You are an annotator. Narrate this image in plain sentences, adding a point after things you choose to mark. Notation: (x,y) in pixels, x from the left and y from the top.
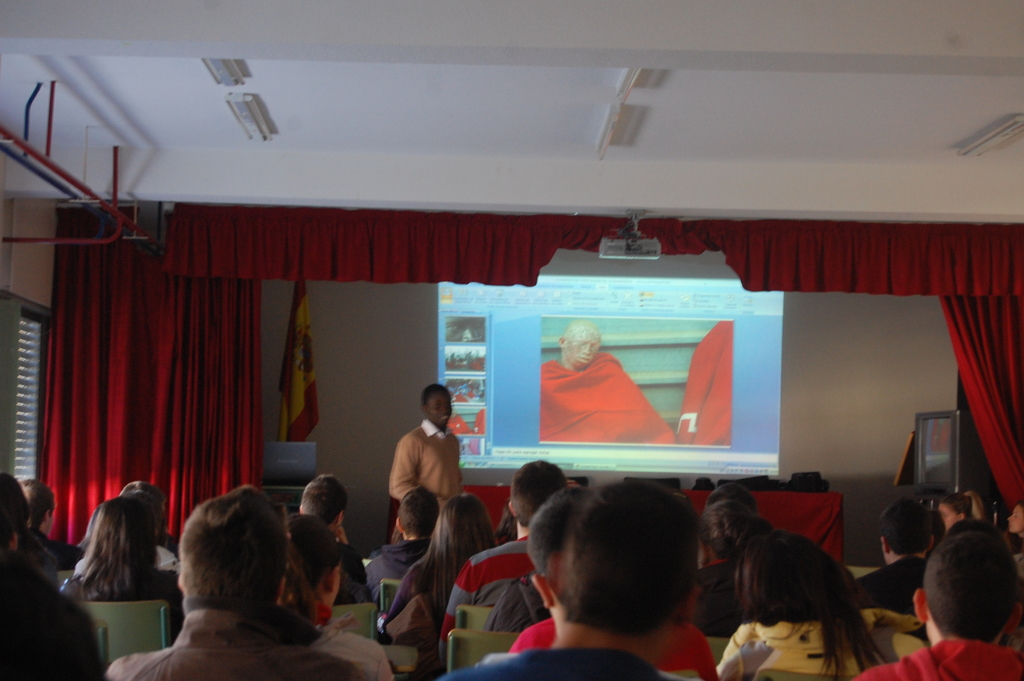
In this image there are group of persons (440,571) sitting on the chair (156,634), there are persons (214,570) truncated towards the bottom of the image (944,631), there are persons (996,586) truncated towards the right of the image (997,571), there are persons (45,574) truncated towards the left of the image (31,576), there is a person (436,486) standing, there is a flag (306,333), there is a laptop (297,456), there are curtains (411,266), there is a curtain (988,397) truncated towards the right of the image (961,308), there is a window (30,379), there is the roof (373,71) truncated towards the top of the image (565,93), there are lights (230,81) on the roof (268,90), there is an object (32,165) truncated towards the left of the image (38,175).
